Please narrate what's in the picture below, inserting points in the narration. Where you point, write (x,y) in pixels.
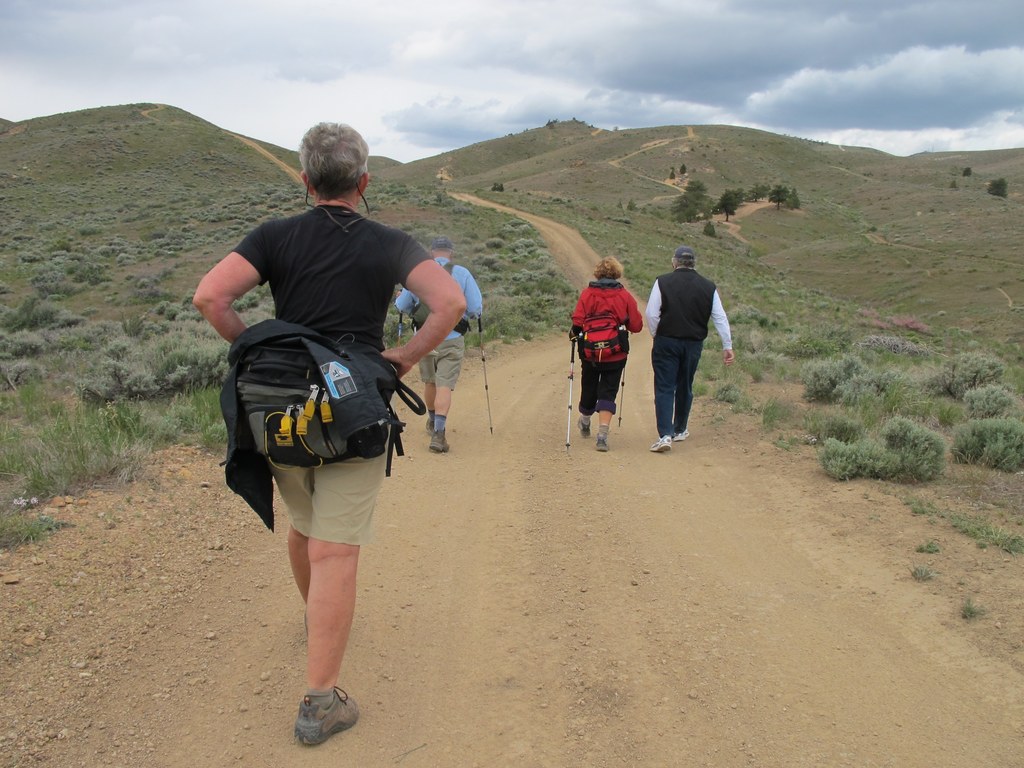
This picture is clicked outside the city. In the center (391,274) we can see the group of people (285,507) wearing bags (610,352), holding sticks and walking on the ground (531,444). On the right (690,322) there is a person (688,302) walking on the ground (717,453). In the background (963,362) we can see the plants (964,367), green grass (652,167), hills (652,167) and the sky (294,40).
